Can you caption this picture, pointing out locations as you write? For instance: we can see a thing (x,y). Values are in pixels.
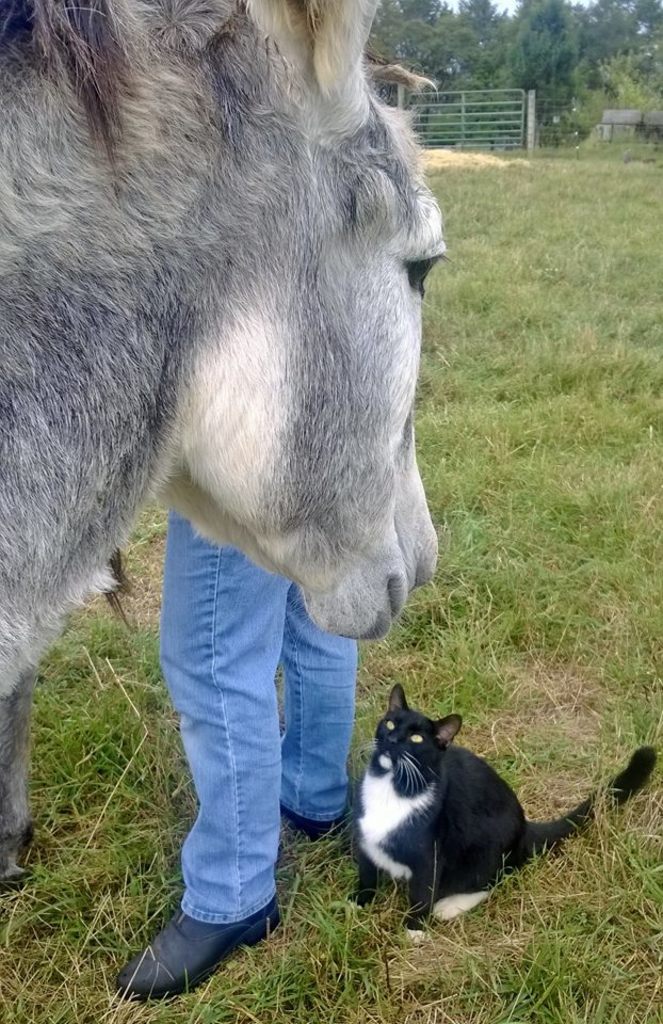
In this image we can see two animals (440,804) and a person (222,639) standing on the ground (534,930). In the background (433,115) we can see a metal gate (433,115) and group of trees (541,34).
